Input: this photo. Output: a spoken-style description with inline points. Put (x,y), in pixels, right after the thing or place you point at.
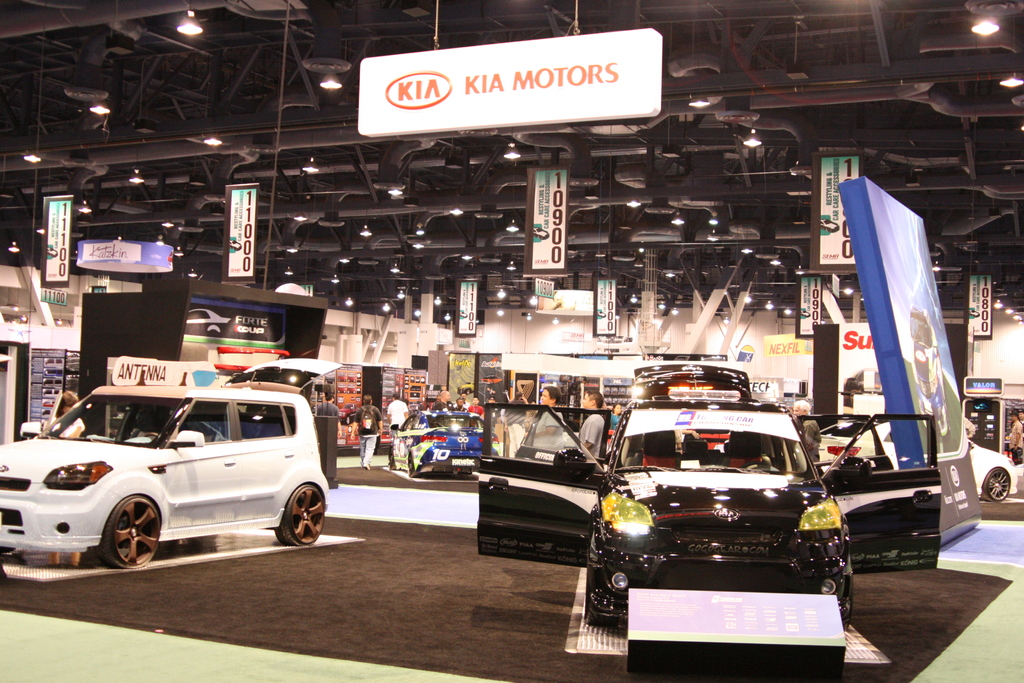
In this image, we can see few vehicles (557,559) are parked on the surface (484,653). Here we can see banners (953,423), hoardings (372,84) and few objects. Background we can see few people (584,431), wall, posters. Here we can see rods (868,72) and lights (1018,318) in the image.
